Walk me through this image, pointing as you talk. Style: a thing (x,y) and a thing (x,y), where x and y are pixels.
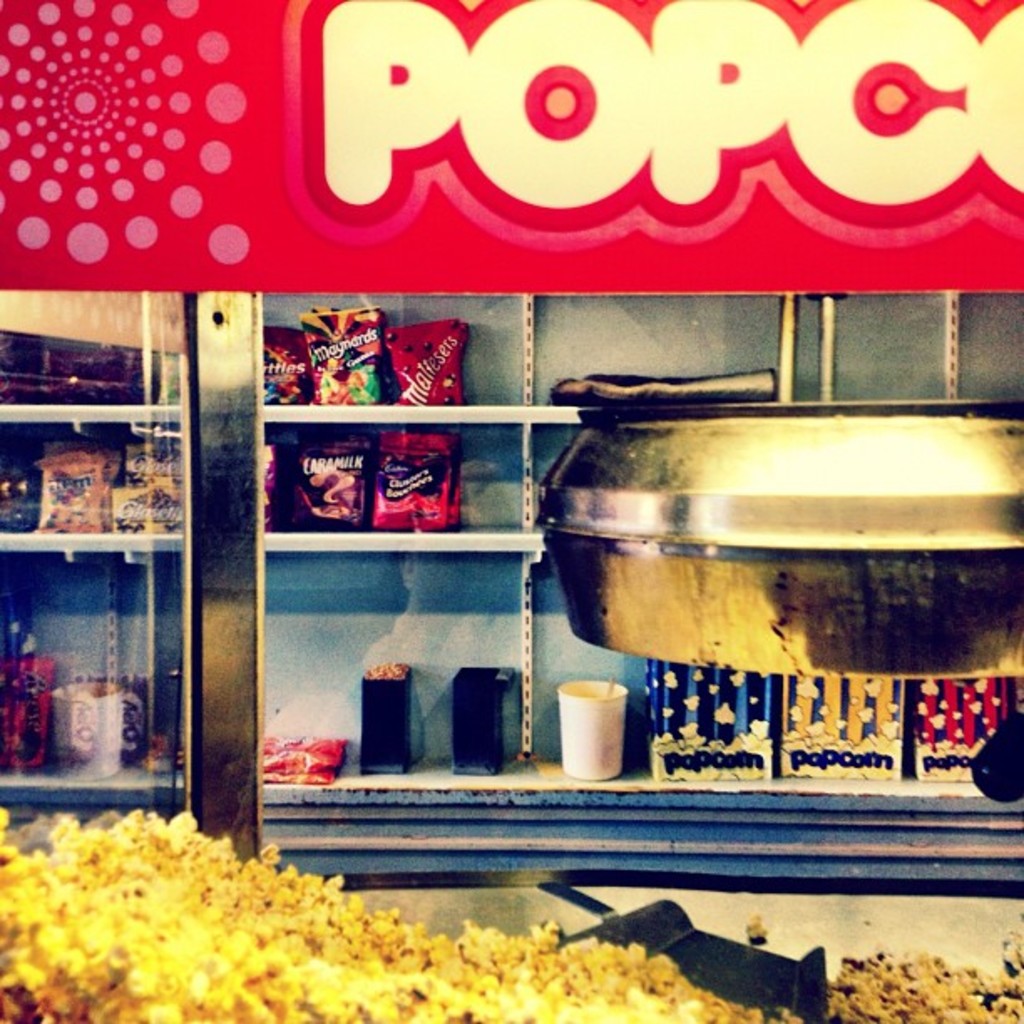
In this image I can see a rack (706,317), in the rack (706,317) I can see food packets (378,473) and glasses (123,740), at the bottom (276,931) I can see popcorn (400,918) and I can see a bowl (769,533) visible on the right side (997,507), at the top (518,71) I can see a board (394,75), on the board (521,128) I can see a text (668,107).
